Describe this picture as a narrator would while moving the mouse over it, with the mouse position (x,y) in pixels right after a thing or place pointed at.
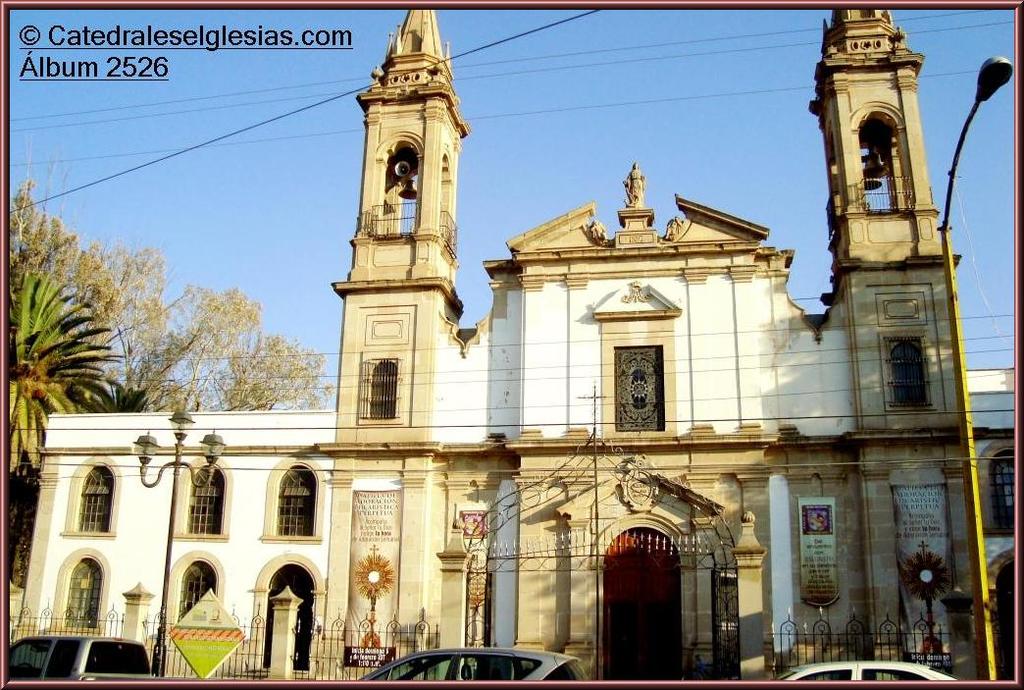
In this image we can see a building (438,410) with windows (278,525) and door (646,585). On top of the building (429,199) there are bells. And there is a statue (643,181). In front of the building (163,480) there are vehicles (560,669), railings (873,642) and light poles (140,471). On the left side (90,352) there are trees (161,358). In the background (618,92) there is sky (621,110). On the building (502,423) there are banners (819,551). In the top left corner (95,76) there is something written.
